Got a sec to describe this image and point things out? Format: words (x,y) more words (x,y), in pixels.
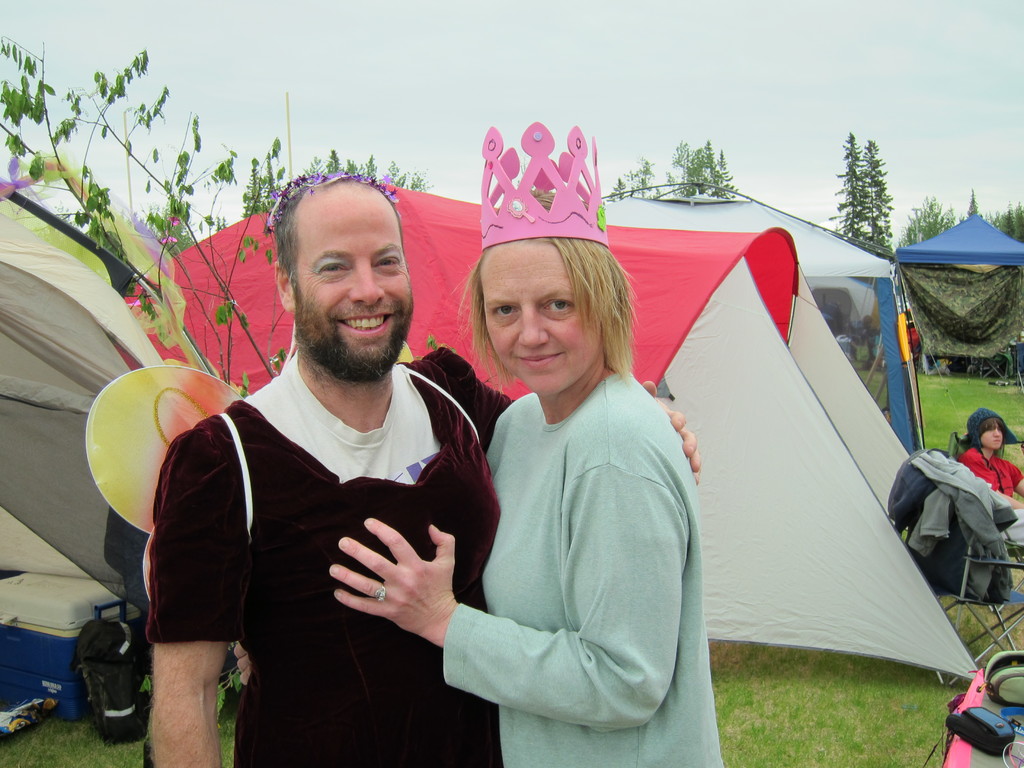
It is image in the center (382,469) there are persons (536,475) standing and smiling. In the background (90,322) there tents (742,290). On the right side (988,560) there is a chair (1023,564) and on the chair (969,563) there are clothes (943,513) and there is a person (990,474) sitting on a chair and in the background (339,169) there are trees (855,204) and the sky (585,76) is cloudy.
